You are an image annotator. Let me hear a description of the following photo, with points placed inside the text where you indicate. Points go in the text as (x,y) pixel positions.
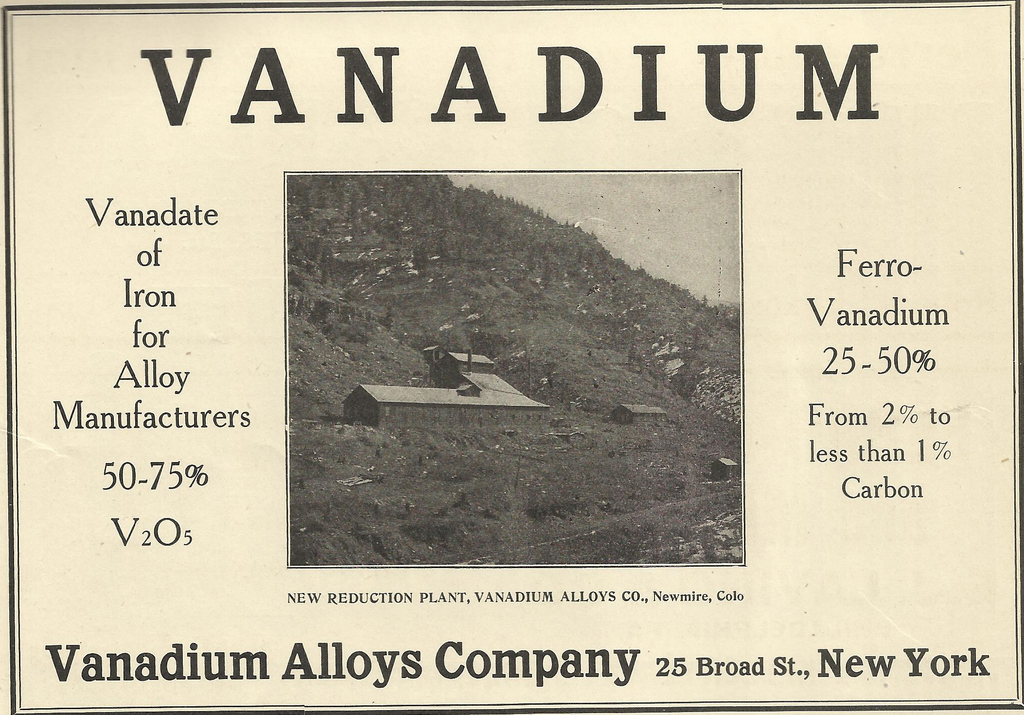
There is a black and white picture of a hill (338,224) with homes (479,403) in front of with text (142,414) all around it on a poster (421,99).
